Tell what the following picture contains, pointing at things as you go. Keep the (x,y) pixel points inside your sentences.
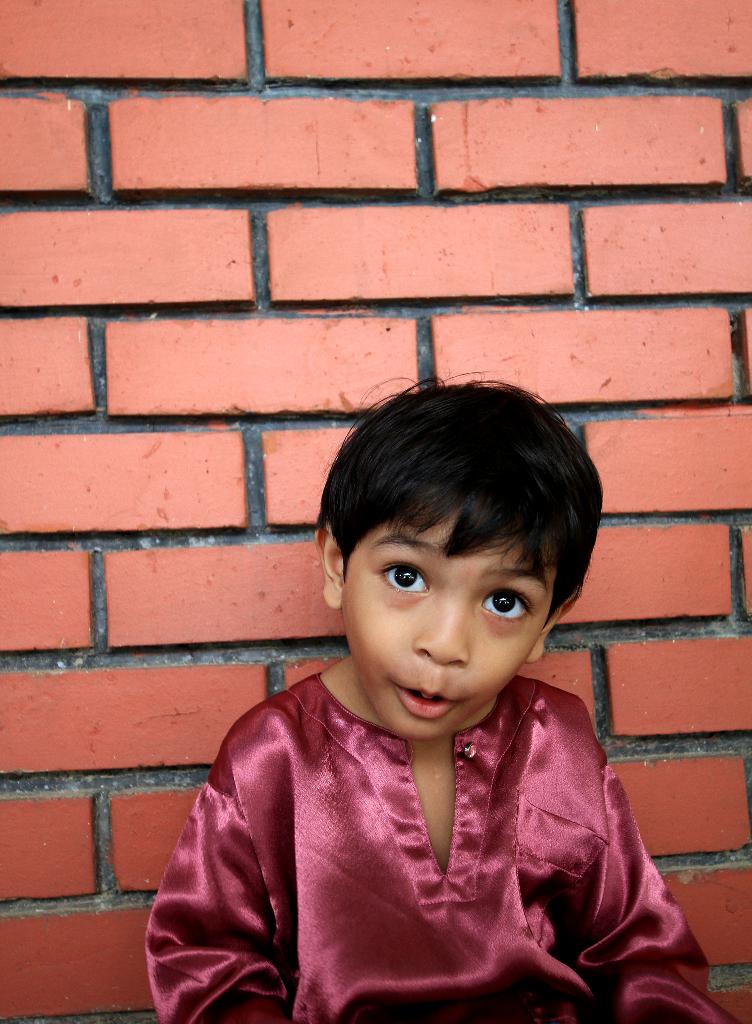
In this image there is a boy (414,589) visible in front of the wall (56,839).
